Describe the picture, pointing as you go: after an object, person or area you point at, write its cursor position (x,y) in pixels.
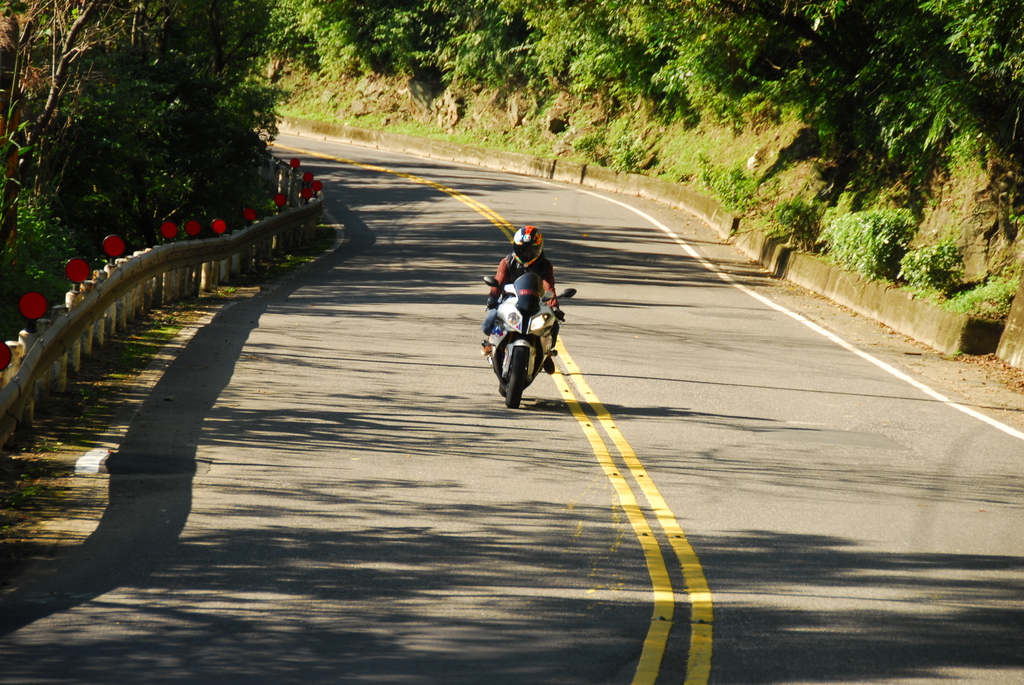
In the middle of this image (492,321) I can see a person (501,292) wearing a helmet (522,242) on the head (522,241) and riding the bike (515,333) on the road (478,368). On the left side (48,357), I can see the railing (106,318). On both sides of the road (491,610), I can see many plants (718,172) and trees (229,61).
